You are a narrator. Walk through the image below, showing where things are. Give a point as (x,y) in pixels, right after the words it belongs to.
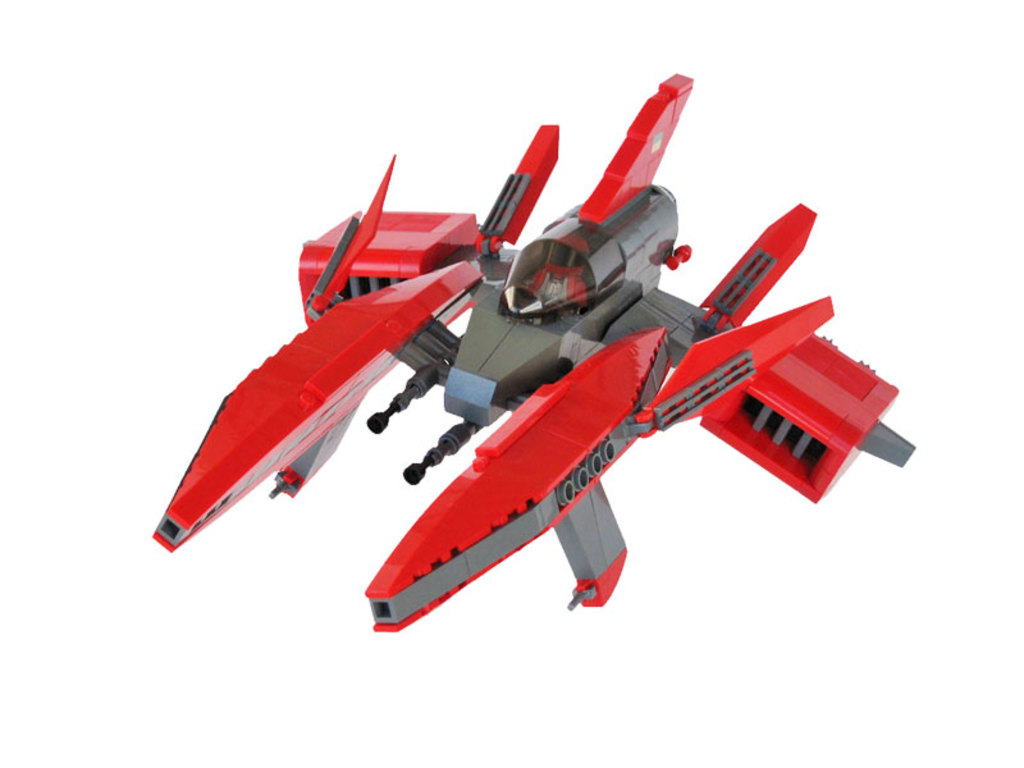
In the middle of this image (641,293), there is a toy (412,278) in red and gray color combination on the surface (565,631). And the background (202,267) is white in color.
